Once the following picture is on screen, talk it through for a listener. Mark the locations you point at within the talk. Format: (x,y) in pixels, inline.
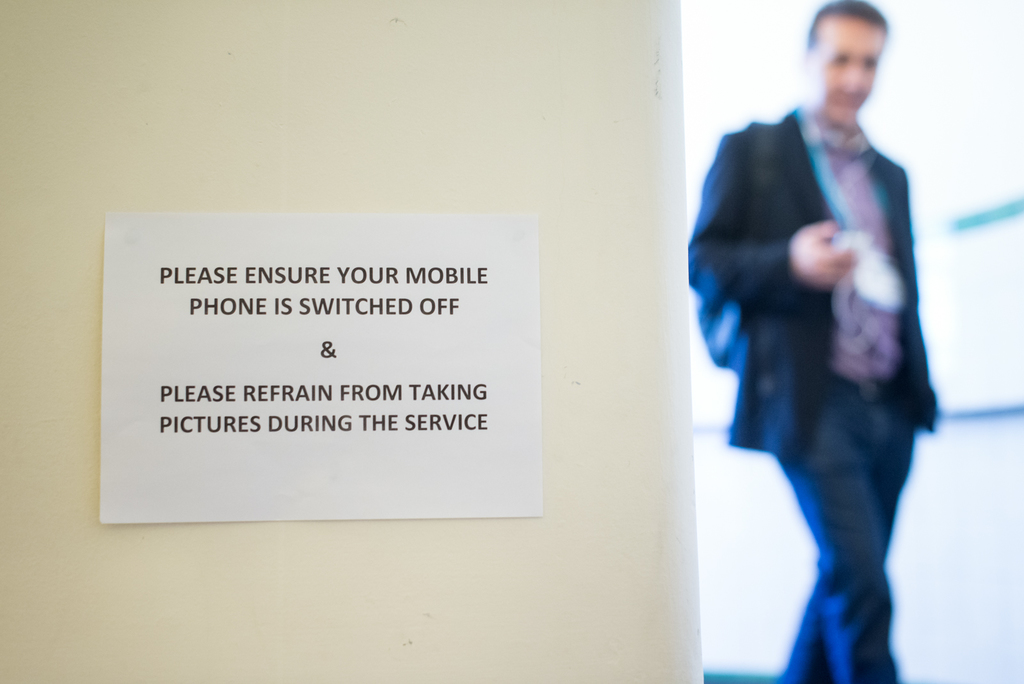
On the left side of the image (277,501) we can see the paper (315,407) sticked to the wall (330,165). On the right side of the image (861,620) we can see the person (839,537) standing.
